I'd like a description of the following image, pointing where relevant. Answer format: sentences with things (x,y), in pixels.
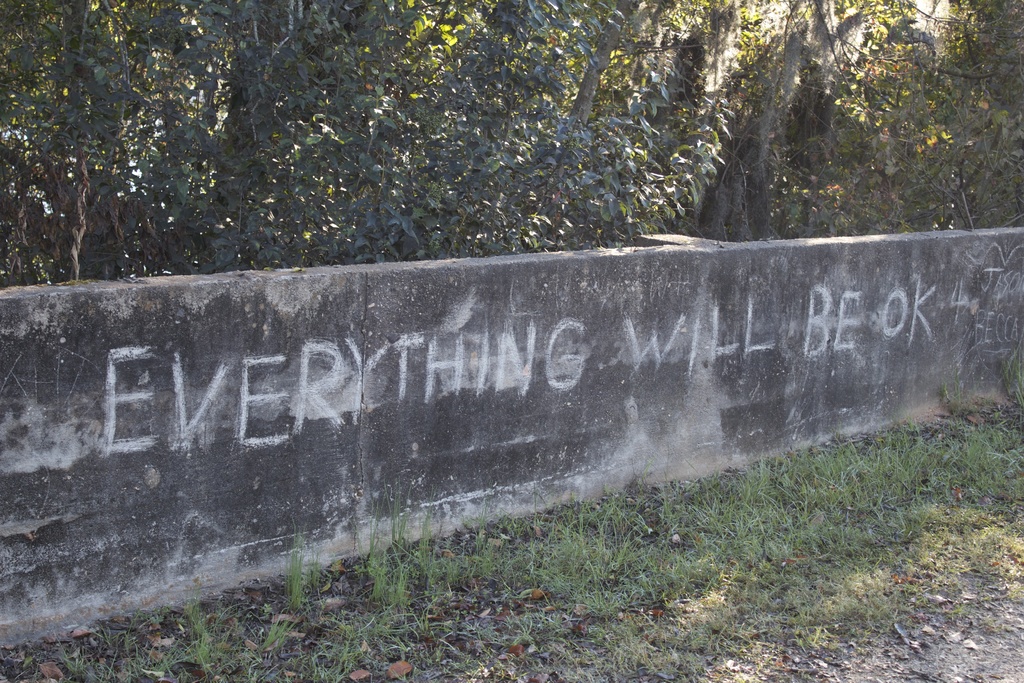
In this picture we can see the wall (634,308) and trees (476,201). On the wall (395,363) we can read that everything will be ok. At bottom (700,671) we can see the grass (702,492) and leaves (766,680). In the background (514,26) we can see the trees (353,190).
